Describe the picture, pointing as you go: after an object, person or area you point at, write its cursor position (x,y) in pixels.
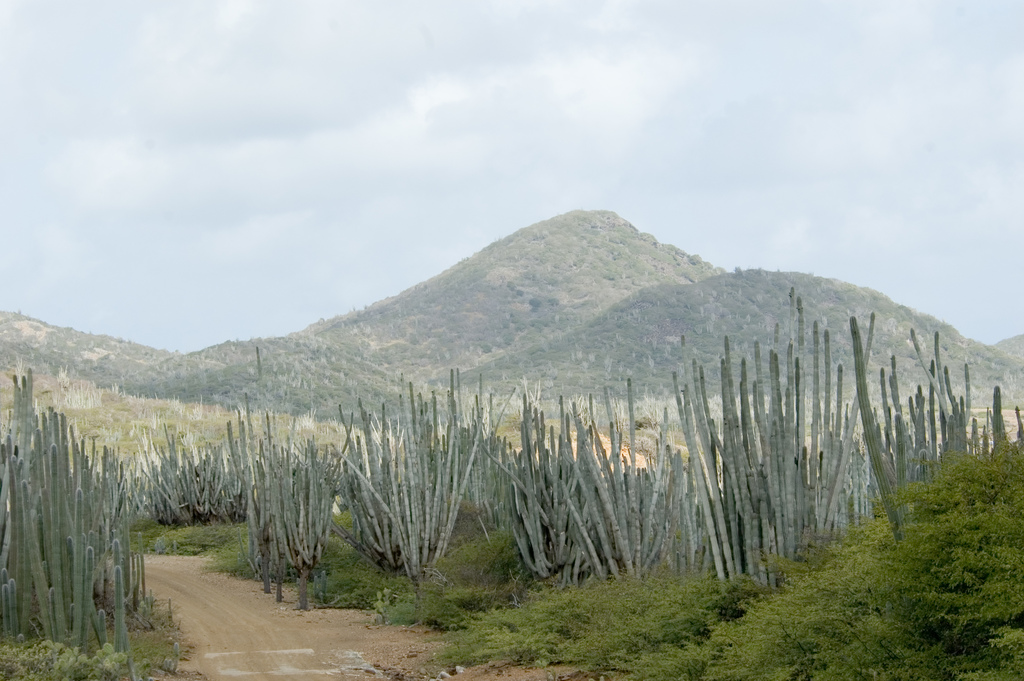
In this image I can see few plants (464,509). In the back (517,282) there are mountains (520,268) and the sky (333,137).
